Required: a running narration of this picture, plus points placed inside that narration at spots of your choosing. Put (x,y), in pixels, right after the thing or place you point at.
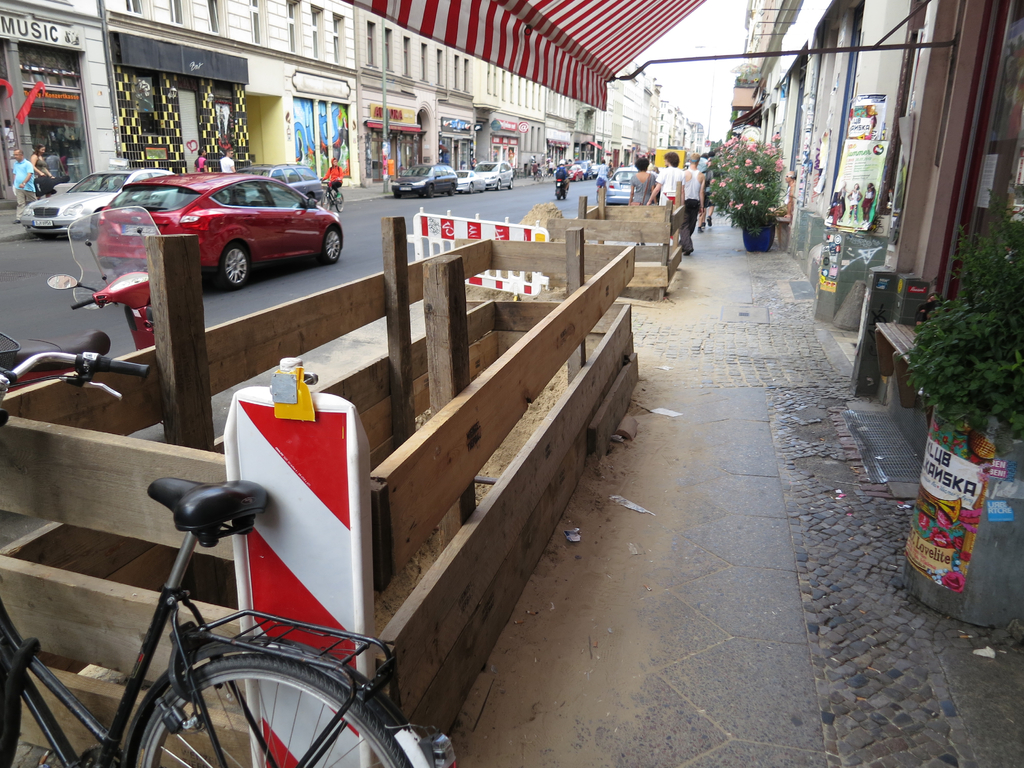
In this image I can see group of people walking on the road (370,248), I can also see few vehicle (276,208) on the road (543,189). In front (268,218) the vehicle (299,191) is in red color, background (501,82) I can see few buildings (685,128) in white and cream color, trees (739,148) in green color and the sky (694,79) is in white color.
